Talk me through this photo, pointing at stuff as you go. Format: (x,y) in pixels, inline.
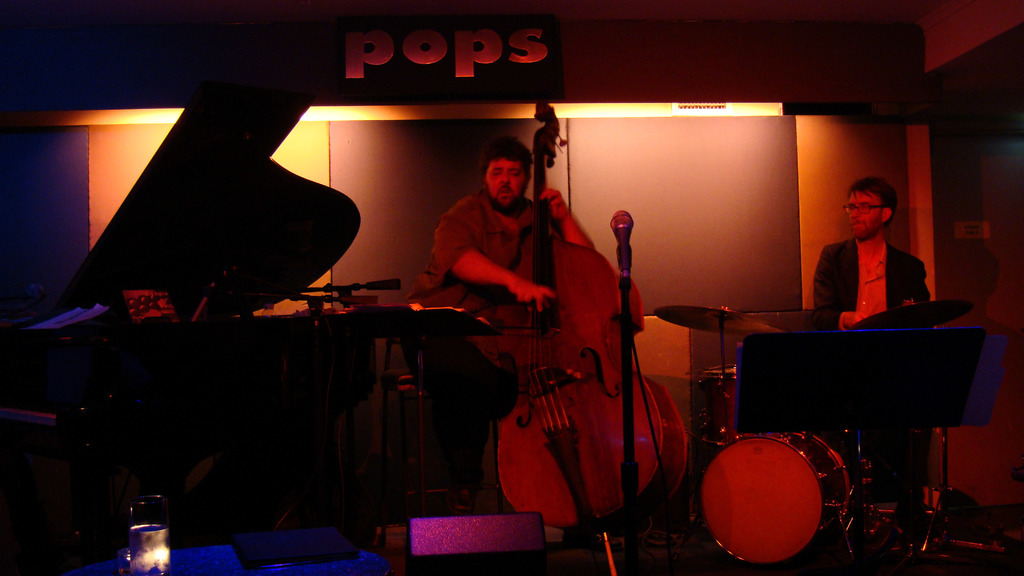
This man (511,251) is sitting and playing bass (525,340). These are musical instruments (173,365). This man (846,299) is playing this musical instruments (890,317). This is mic (628,231) with holder (626,374).
